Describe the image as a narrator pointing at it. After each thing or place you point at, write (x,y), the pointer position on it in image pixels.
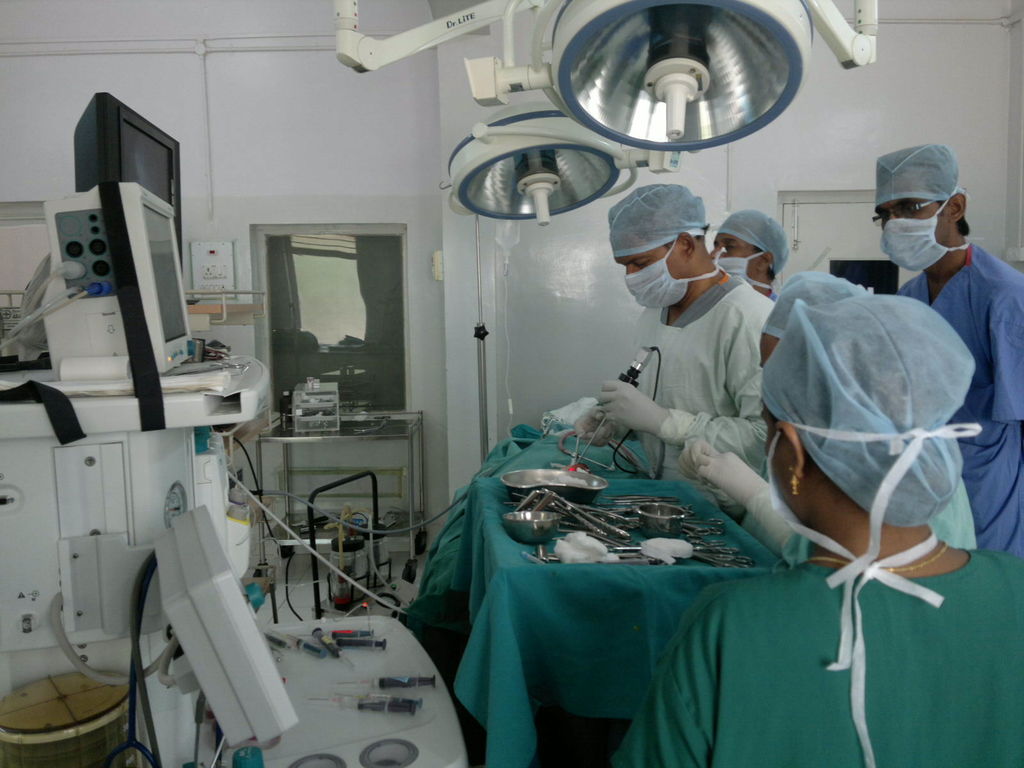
In the image it is an operation theater (558,333), the doctors (650,289) are preparing the surgery equipment (604,487) and on a table (619,519) there are many scissors (633,512) and some other tools (575,477), beside the table (624,485) there are different machines (189,497) and above the table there are two operation lights (633,126), there are total five people (834,304) inside the room (786,434), in the background (289,77) there is a white wall (718,187) and beside the wall (711,201) there is a door (852,222).
